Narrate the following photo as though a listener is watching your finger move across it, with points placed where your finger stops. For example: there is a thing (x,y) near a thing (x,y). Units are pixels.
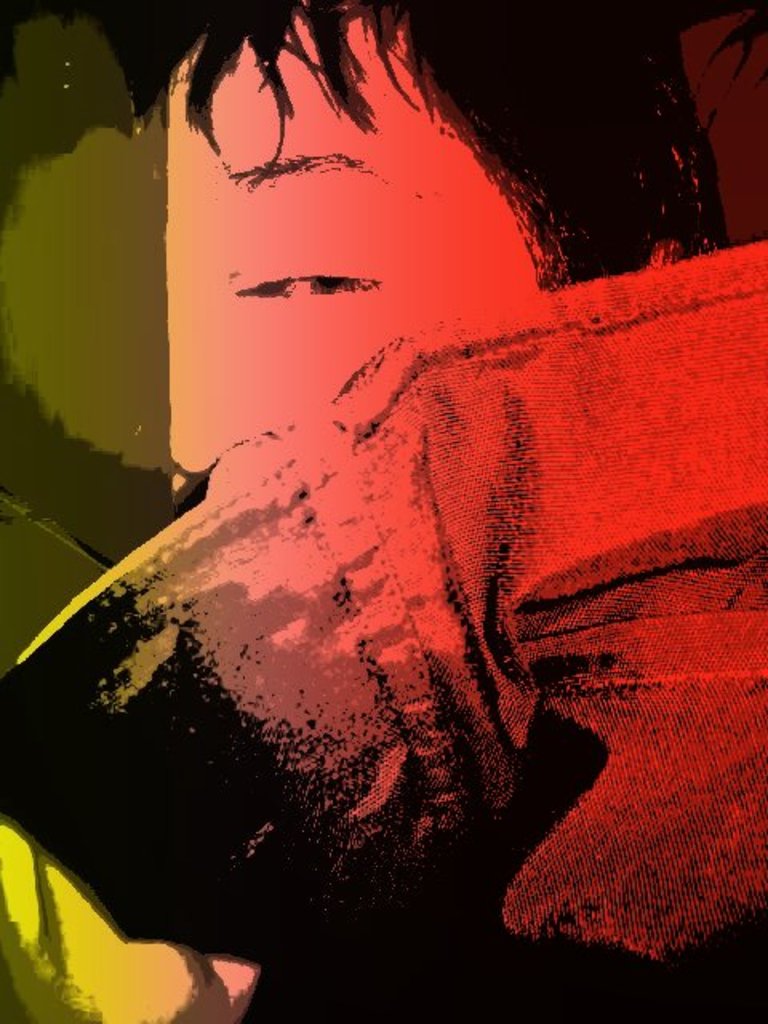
In this picture I can see the painting (208,528) of a man (303,608).
